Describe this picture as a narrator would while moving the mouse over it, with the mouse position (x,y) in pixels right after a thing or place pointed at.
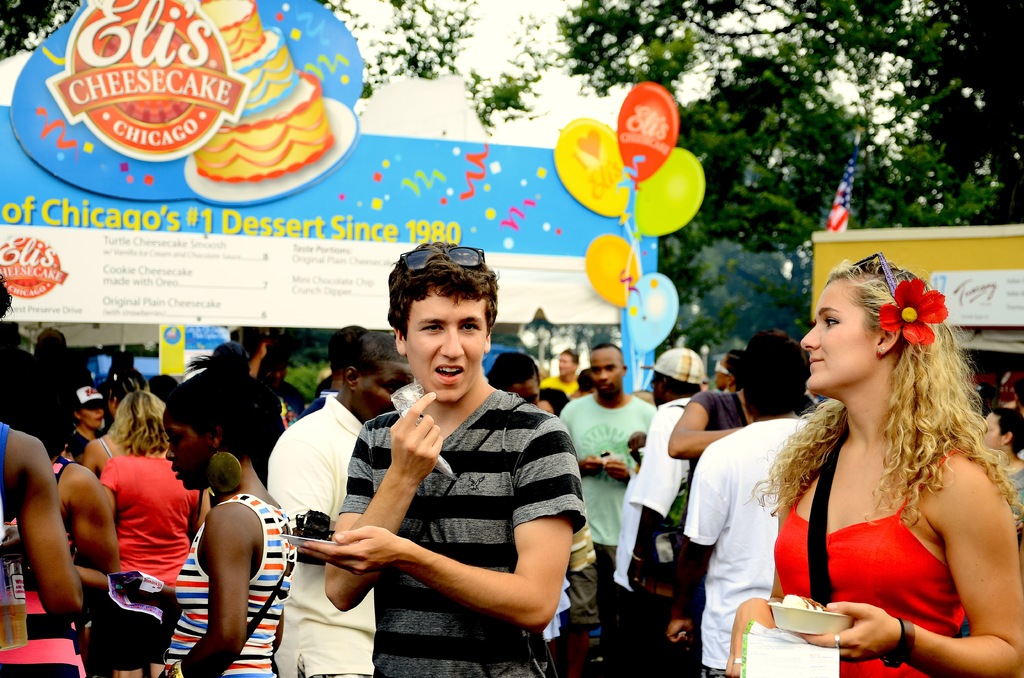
In this picture we can see a group of people (370,550) and in the background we can see name boards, trees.
